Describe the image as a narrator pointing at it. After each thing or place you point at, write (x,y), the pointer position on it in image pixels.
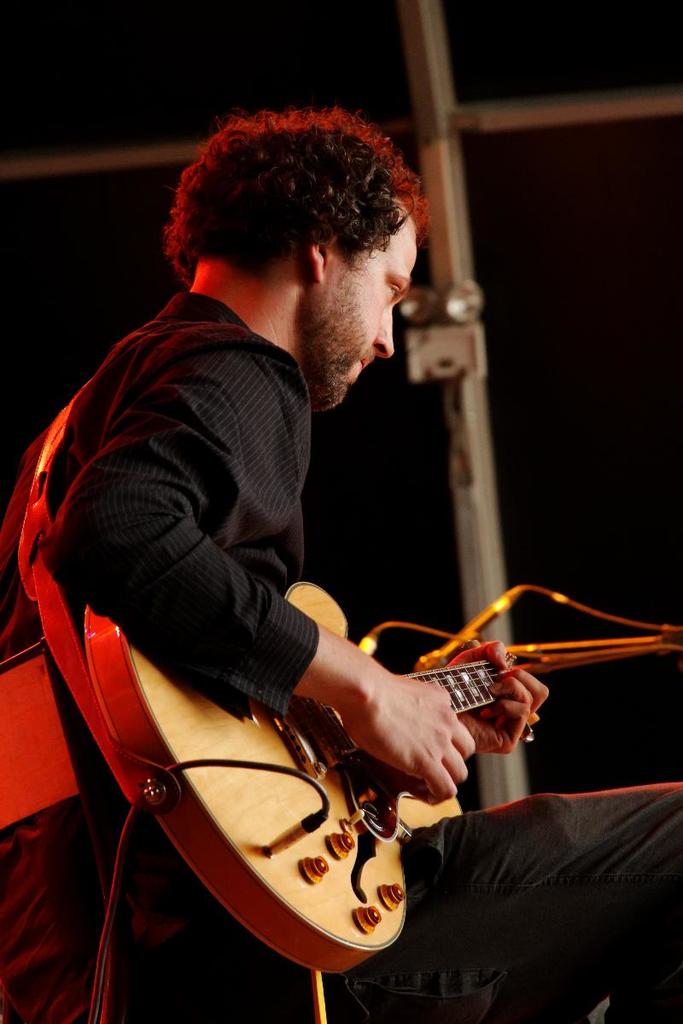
There is a man (519,859) sitting and playing guitar (324,907). He is wearing a black dress (190,497) and has short hair (307,247). Cables (101,954) are attached to the guitar (278,864). In the background (389,594) there is wall (512,310) and lights (482,305).
